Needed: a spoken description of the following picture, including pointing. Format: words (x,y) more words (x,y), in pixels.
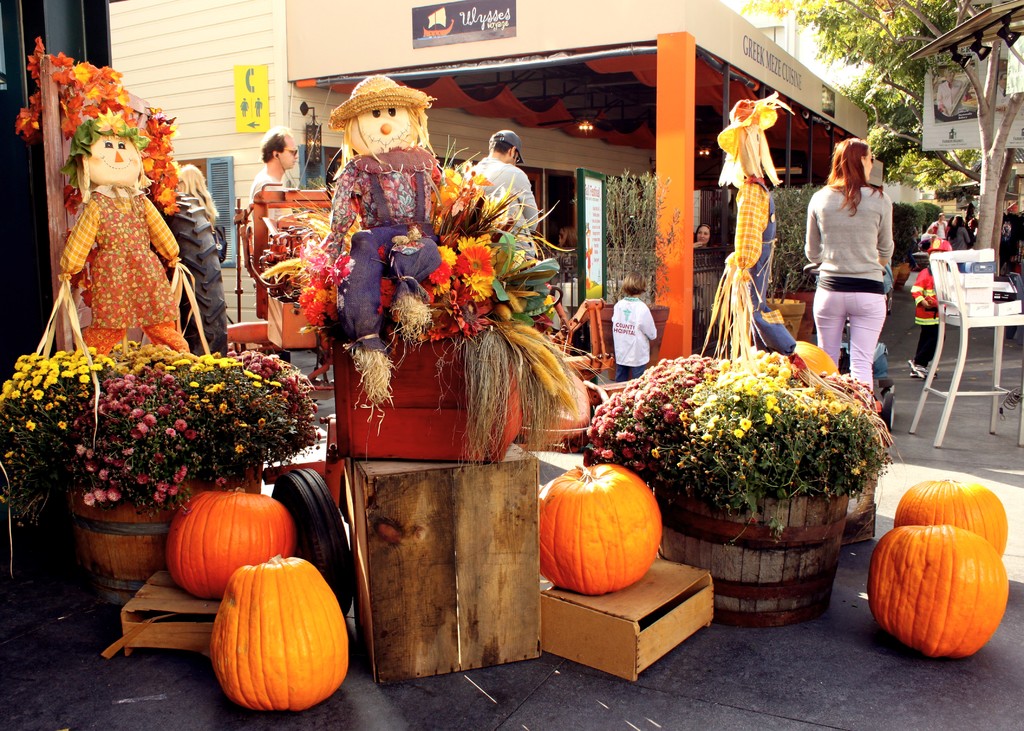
In this image there are so many plant pots (249,464) are decorated on the road (767,730) around them there are some pumpkins (949,619) and also there are some dolls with them, behind them there is a building (694,213), trees (992,99) and some people (922,334) walking on the road (958,427).
